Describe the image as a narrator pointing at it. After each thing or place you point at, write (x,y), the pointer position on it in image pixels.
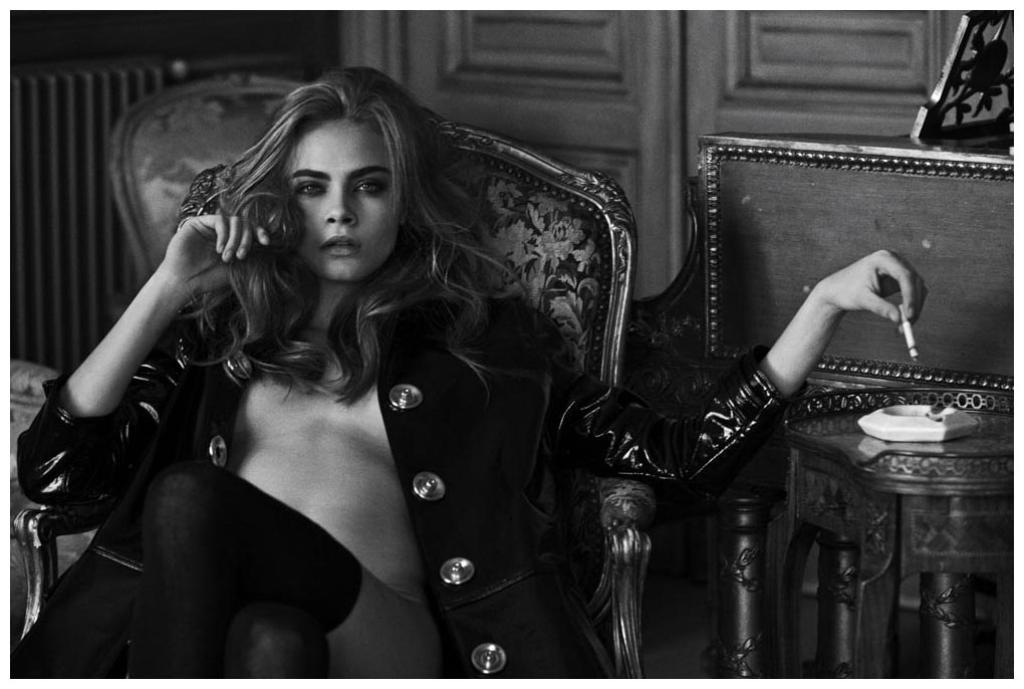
On the left side of the image (267,398) a lady (344,380) is sitting on a chair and hold a cigarette (903,324) in her hand (853,295). On the right side of the image (889,478) we can see a table (891,509). On the table (900,451) there is a ashtray (893,414). In the background of the image (710,113) we can see a door (693,109), frame (934,101), wall (191,69) are present. At the bottom of the image (670,650) floor (703,630) is there.
